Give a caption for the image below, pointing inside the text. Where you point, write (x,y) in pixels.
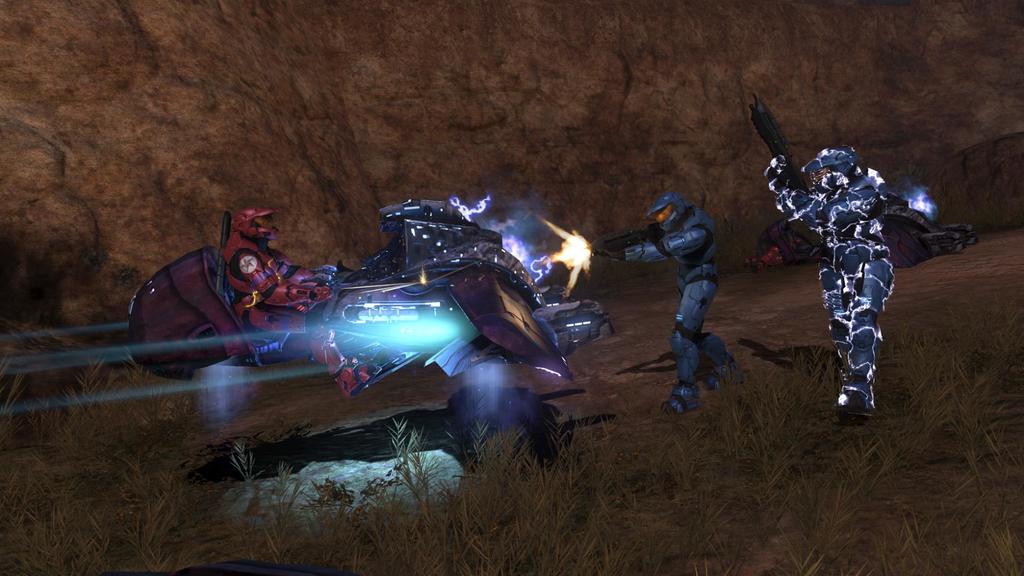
It is an animated image in which it looks like there are few superheroes (702,282) who are firing with the guns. At the bottom (522,534) there is grass (517,517). In the background (508,118) there is a rock (461,75). On the left side (256,274) there is a person (271,276) sitting in the vehicle (345,295). In the middle (410,322) there is a light (385,320).
